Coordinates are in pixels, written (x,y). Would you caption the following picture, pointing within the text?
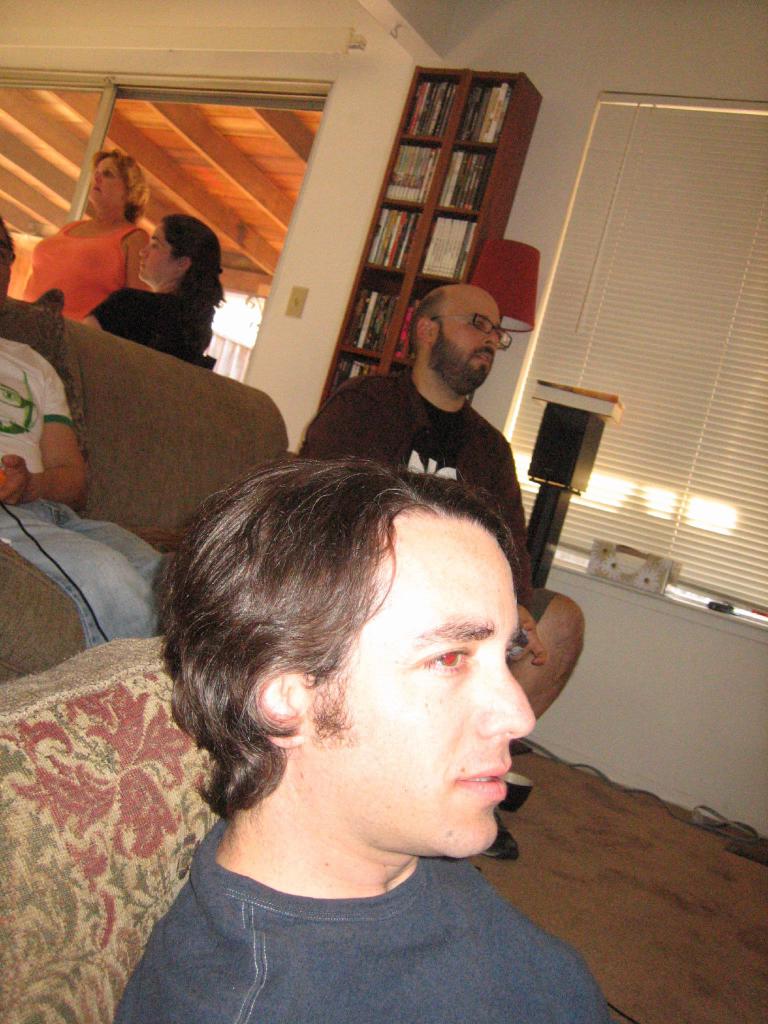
At the bottom of the picture (357,860), the man (317,858) in blue T-shirt (388,940) is sitting. Behind him, we see a pillow (114,950). Behind him, the man (31,451) in white T-shirt (12,420) is sitting on the sofa (208,492). Beside him, the man (329,417) in black T-shirt (428,458) is sitting on the chair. Behind them, we see two women (127,331) standing Behind them, we see a window (263,177) and a white wall (314,219). Beside that, we see a rack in which many books (499,118) are placed. Beside that, there is a lamp (537,260) and the window blind (550,376). This picture is clicked inside the room (546,17).
